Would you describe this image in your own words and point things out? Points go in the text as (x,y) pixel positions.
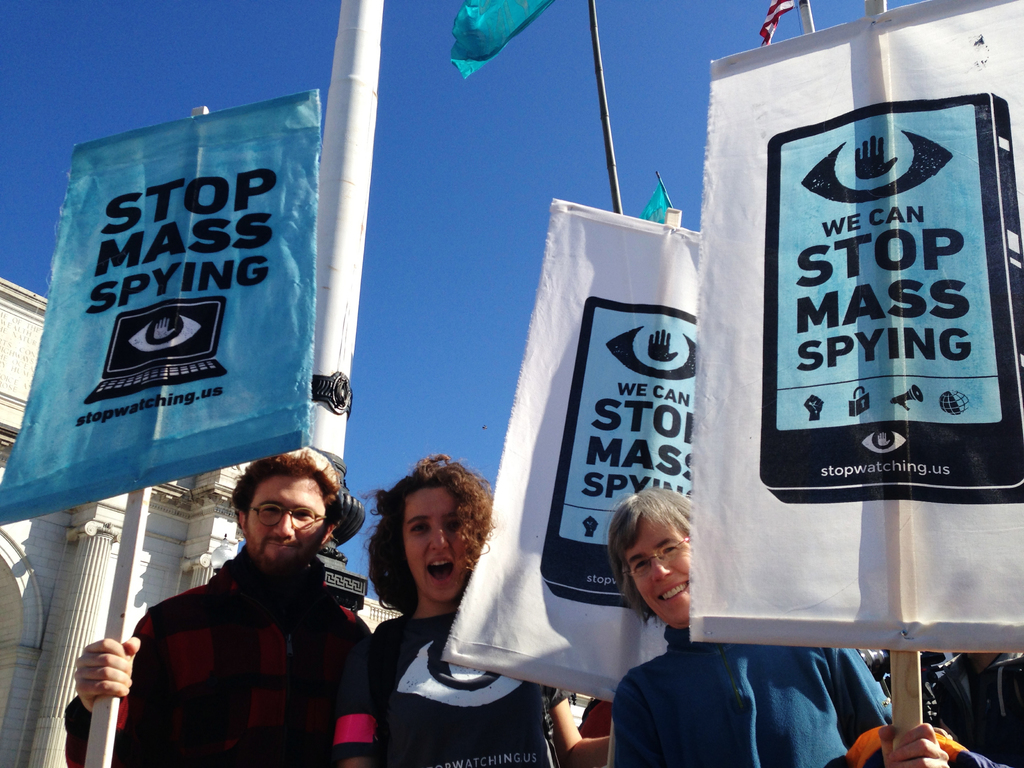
In this image we can see these people (385,737) are standing and holding sticks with banners (183,271). In the background (20,657), we can see stone building (59,634), pole (368,54), flags (468,5) and the blue sky (405,281).
